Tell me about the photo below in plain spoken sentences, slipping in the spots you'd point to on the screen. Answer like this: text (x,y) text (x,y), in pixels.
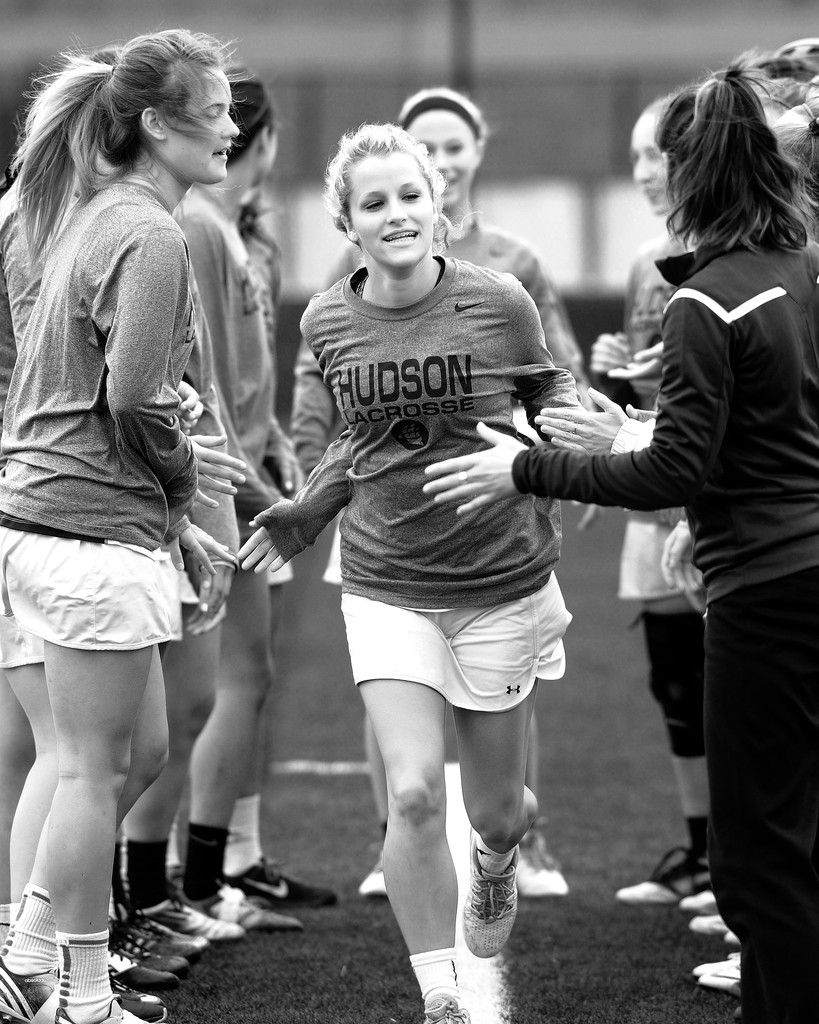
This is a black and white image. In the center of the image (342,461) there are girls (313,445). At the bottom of the image (336,980) there is grass (374,993).
